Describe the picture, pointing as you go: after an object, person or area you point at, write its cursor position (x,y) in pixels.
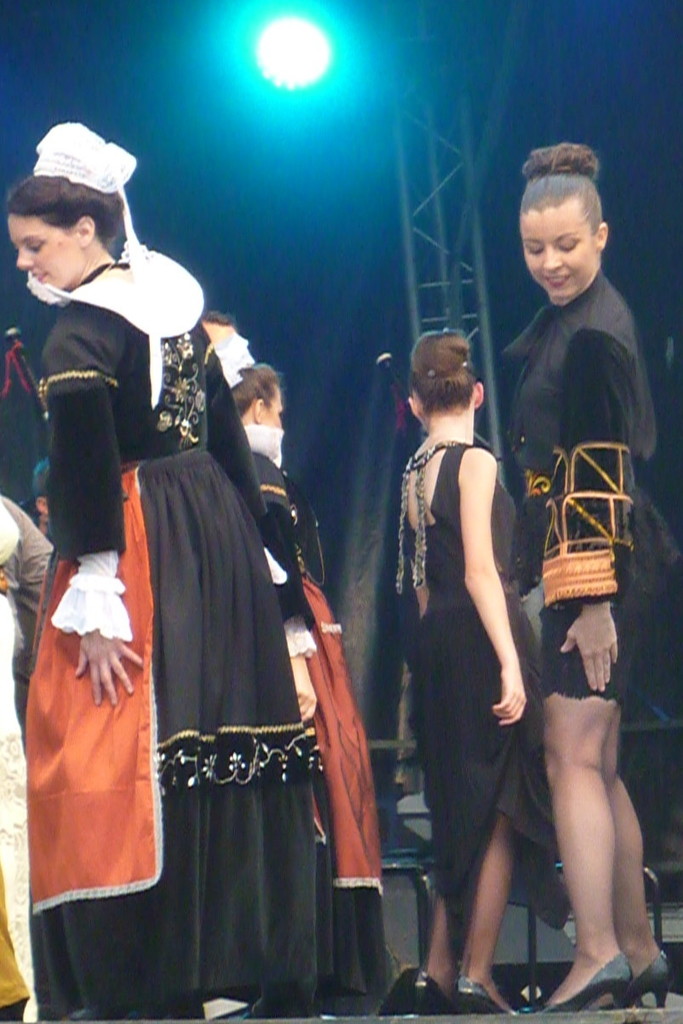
This picture seems to be clicked outside. In the center (237,497) we can see the group of people (233,403) wearing black color dresses (268,635) and standing. In the background (333,6) there is a focusing light (312,81) and the metal rods (489,362) and some other objects (403,875).
